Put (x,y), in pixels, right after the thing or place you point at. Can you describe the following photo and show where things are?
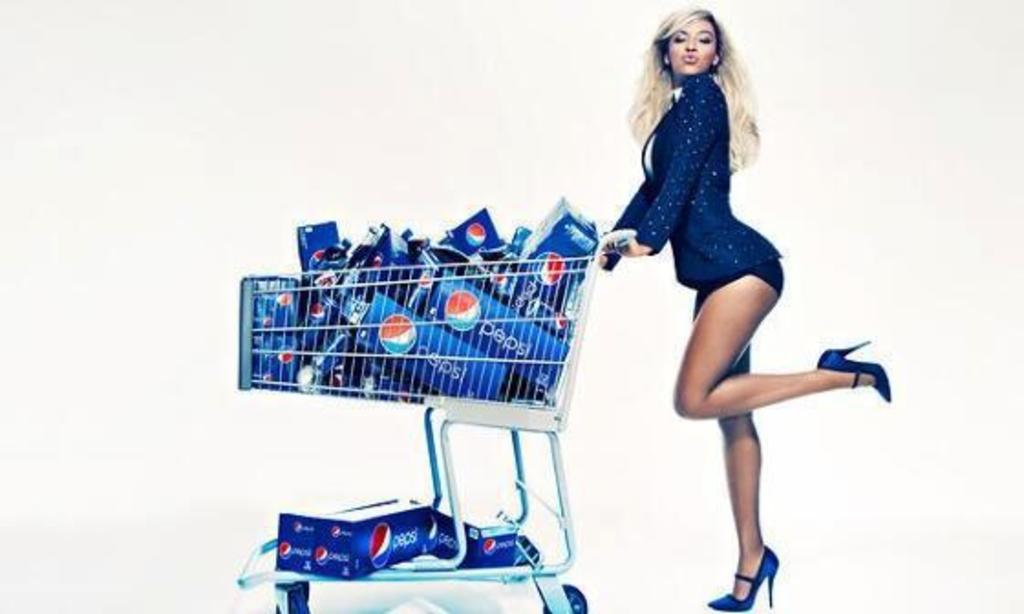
In this image we can see a girl (744,541) holding a cart (303,329). In the cart (572,603) we can see bottles (425,296).
